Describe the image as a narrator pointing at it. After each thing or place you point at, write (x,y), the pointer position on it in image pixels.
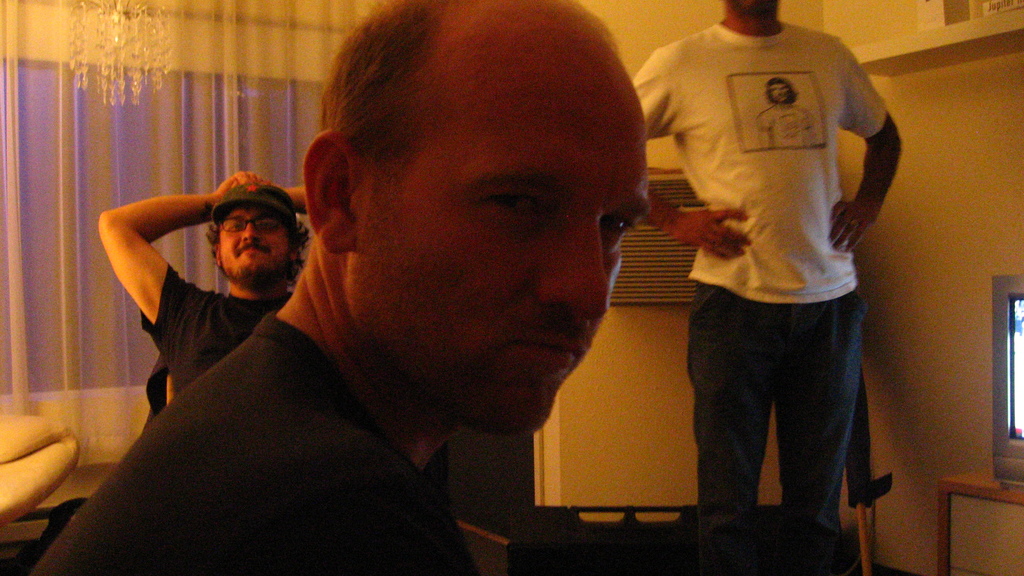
In this picture we can see three people (719,82) where a man (727,72) standing, television (1007,353) on a table (974,490) and in the background (902,537) we can see curtains (271,179), wall (859,147).
